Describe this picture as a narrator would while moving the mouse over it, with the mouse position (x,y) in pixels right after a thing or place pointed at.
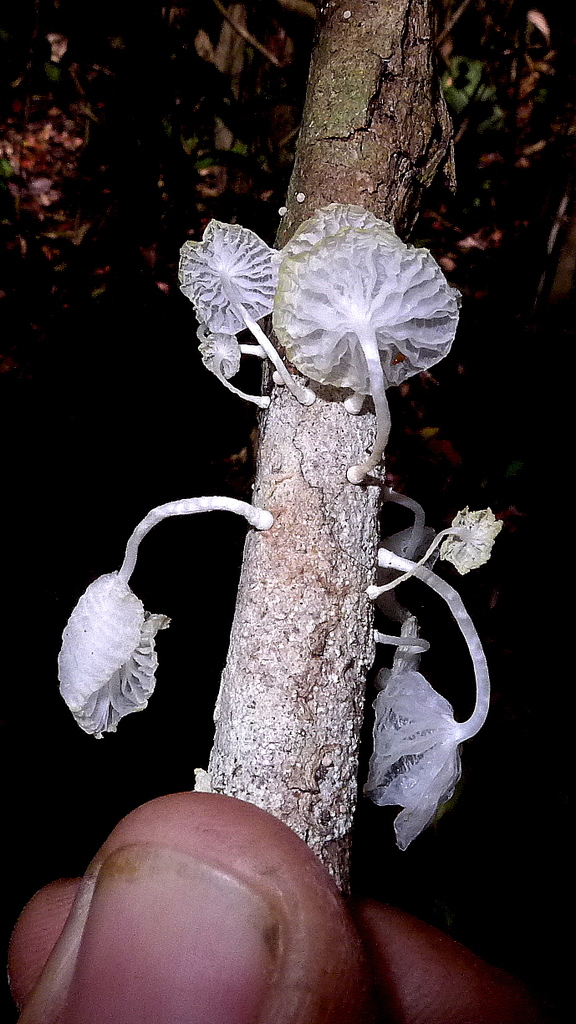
In the picture there is a person (182,829) holding a stem (352,453) with the hand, on the stem (270,385) we can see some white color objects (314,366).
